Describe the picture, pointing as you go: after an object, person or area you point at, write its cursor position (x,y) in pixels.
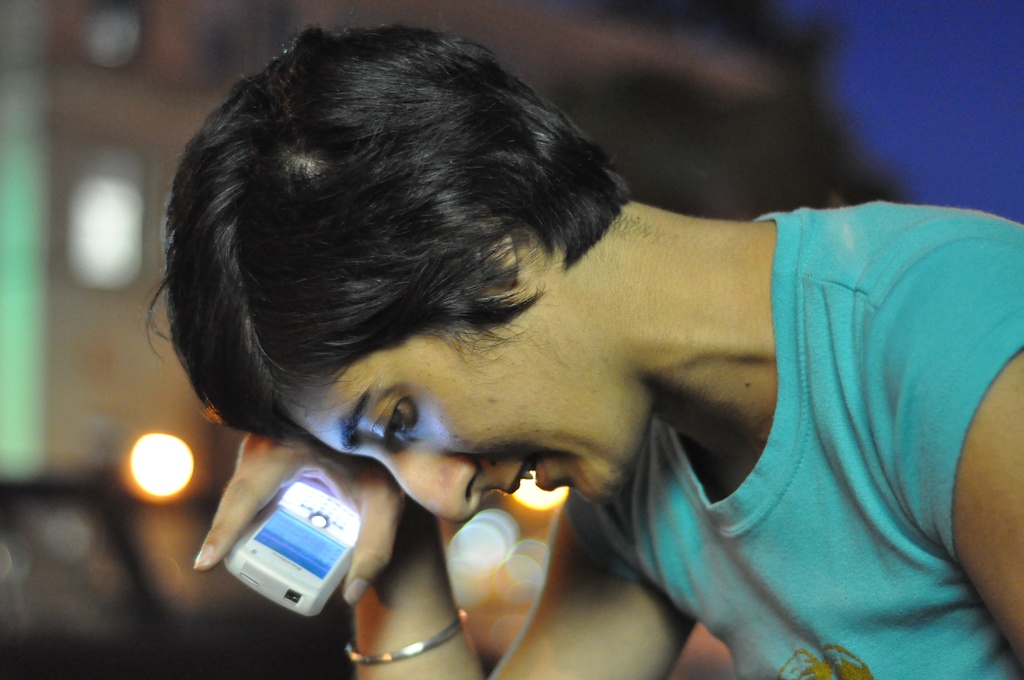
In this image, we can see a person (475,434) is holding an object (327,543). Background (30,566) we can see a blur view.
